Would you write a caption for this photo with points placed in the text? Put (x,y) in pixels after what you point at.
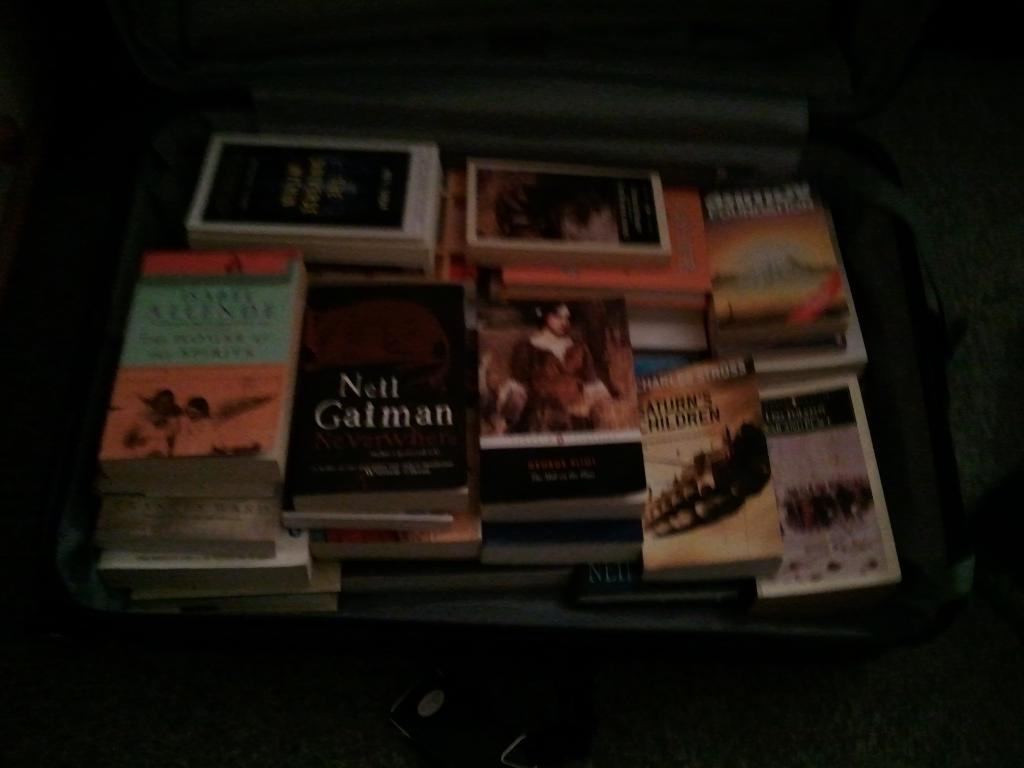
In this picture we can see books (125,544) in a suitcase (207,97) and this suitcase (873,159) is placed on a platform (956,255) and in the background (999,142) it is dark.
